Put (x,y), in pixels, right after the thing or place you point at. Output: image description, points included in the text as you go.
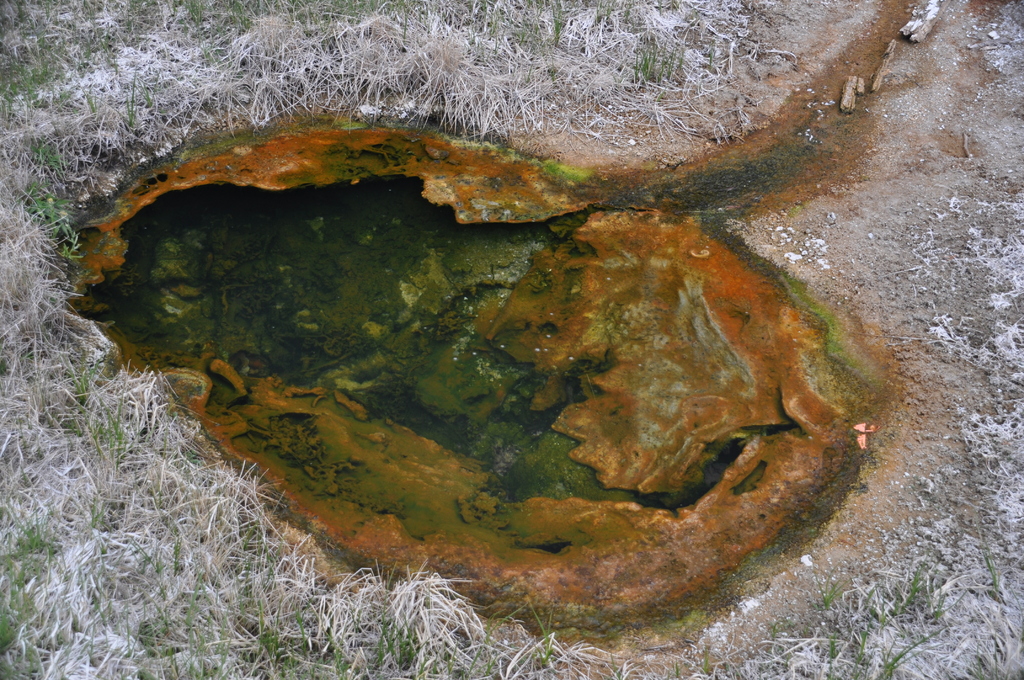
In the center of the image (548,334) we can see a small water hole (607,551) with green algae (680,619). In the background (424,121), we can see the grass (1023,239).
